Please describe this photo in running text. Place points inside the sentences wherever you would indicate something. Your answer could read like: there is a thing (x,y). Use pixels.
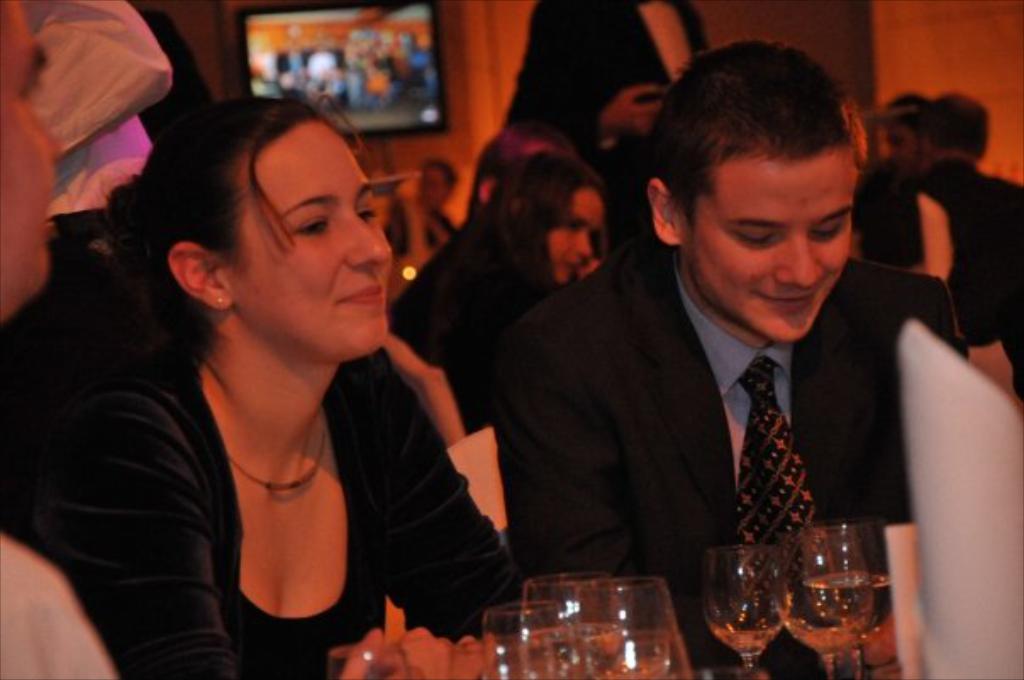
In this image there are people (686,147) sitting on chairs (496,500), in front of them there is a table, on that table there are glasses (766,598), in the background (466,116) there is a wall (484,7) for that wall (492,54) there is a TV (387,70).
